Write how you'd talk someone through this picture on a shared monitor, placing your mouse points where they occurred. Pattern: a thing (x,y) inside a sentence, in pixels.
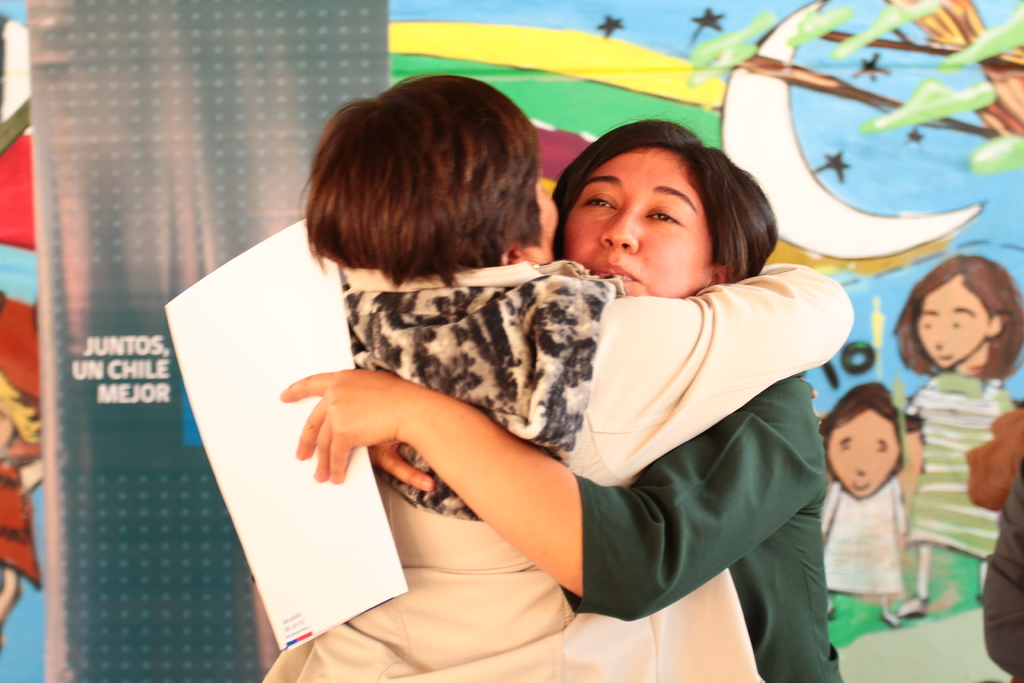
There are two persons (476,417) here hugging each other and on the right side (750,517) woman (674,283) is holding paper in her hands (351,407). In the background (169,273) there is a banner (143,233).
